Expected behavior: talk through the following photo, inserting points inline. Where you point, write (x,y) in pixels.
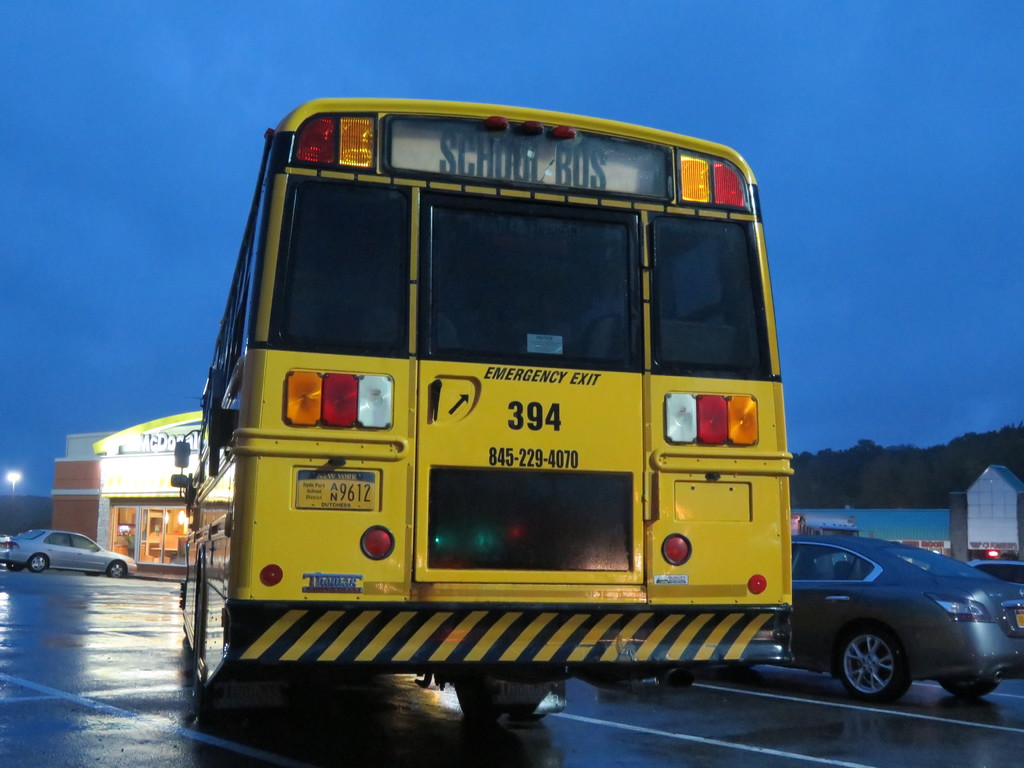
In this image we can see yellow color school bus (554,420) and a few more vehicles (796,541) are on the road (114,642). In the background (92,469), we can see the houses (56,486), trees (973,444) and the dark sky (102,286). Here we can see the light poles (9,475).
